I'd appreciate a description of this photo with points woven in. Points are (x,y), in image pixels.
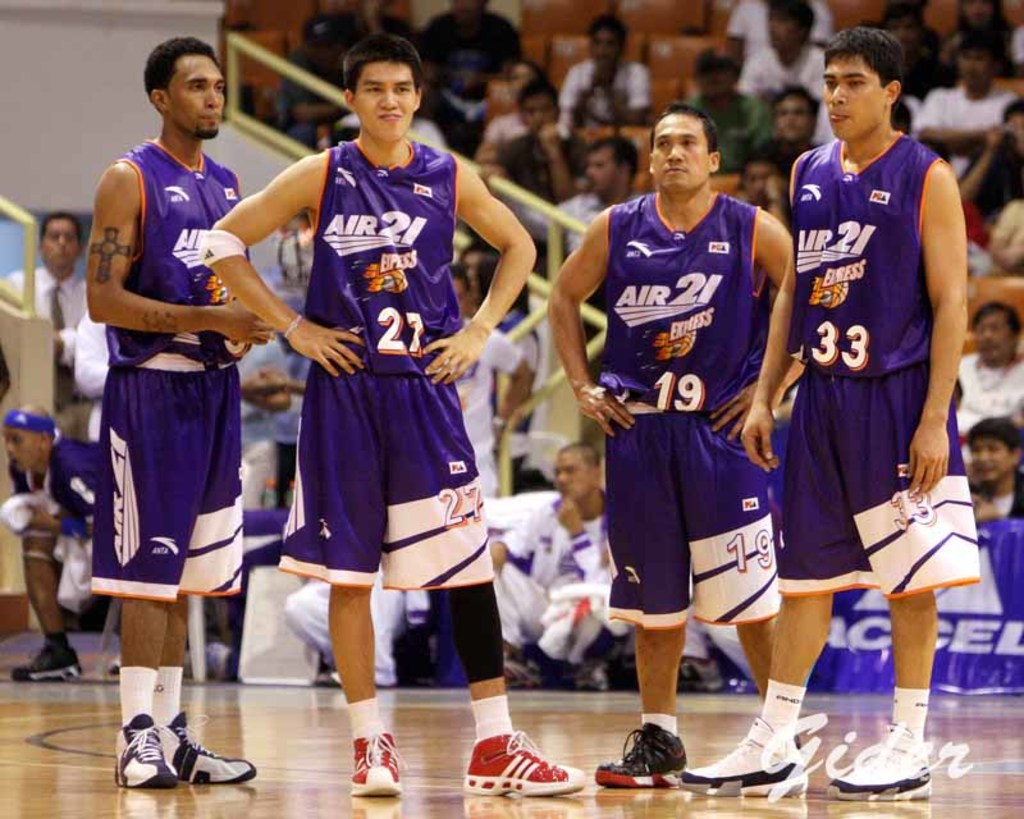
There are four persons (624,499) standing on the floor (682,716). In the background (1011,395) we can see group of people (956,65) sitting on the chairs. There is a banner (987,651) and this is wall (87,46).
